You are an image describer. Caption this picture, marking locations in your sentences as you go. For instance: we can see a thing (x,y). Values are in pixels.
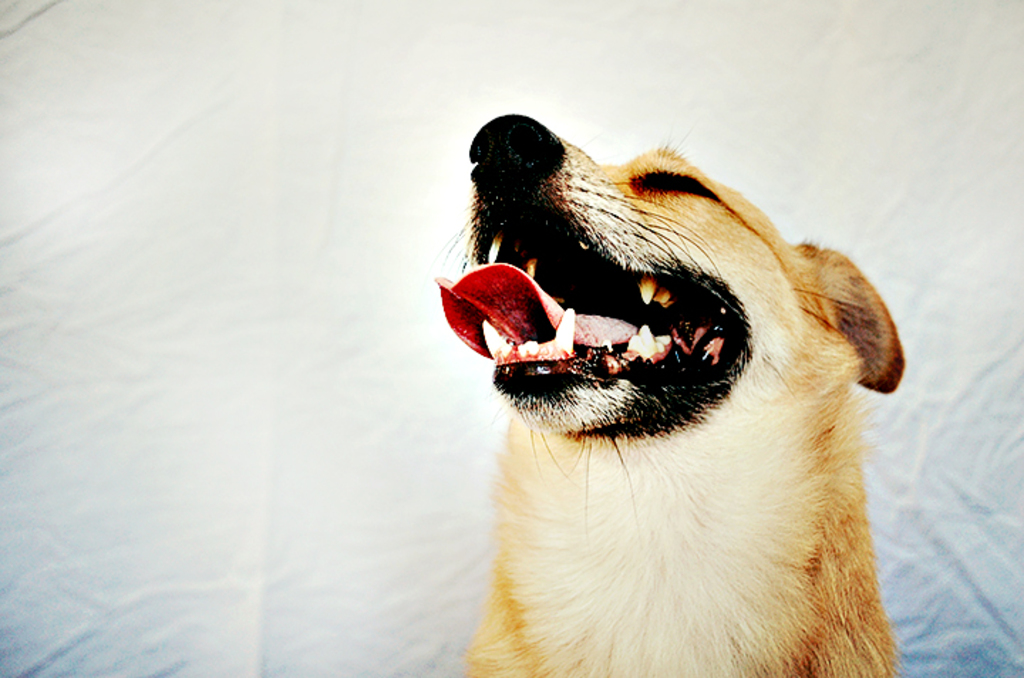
In this picture there is a dog (777,357). In the background (287,234) there is a curtain (332,610).
